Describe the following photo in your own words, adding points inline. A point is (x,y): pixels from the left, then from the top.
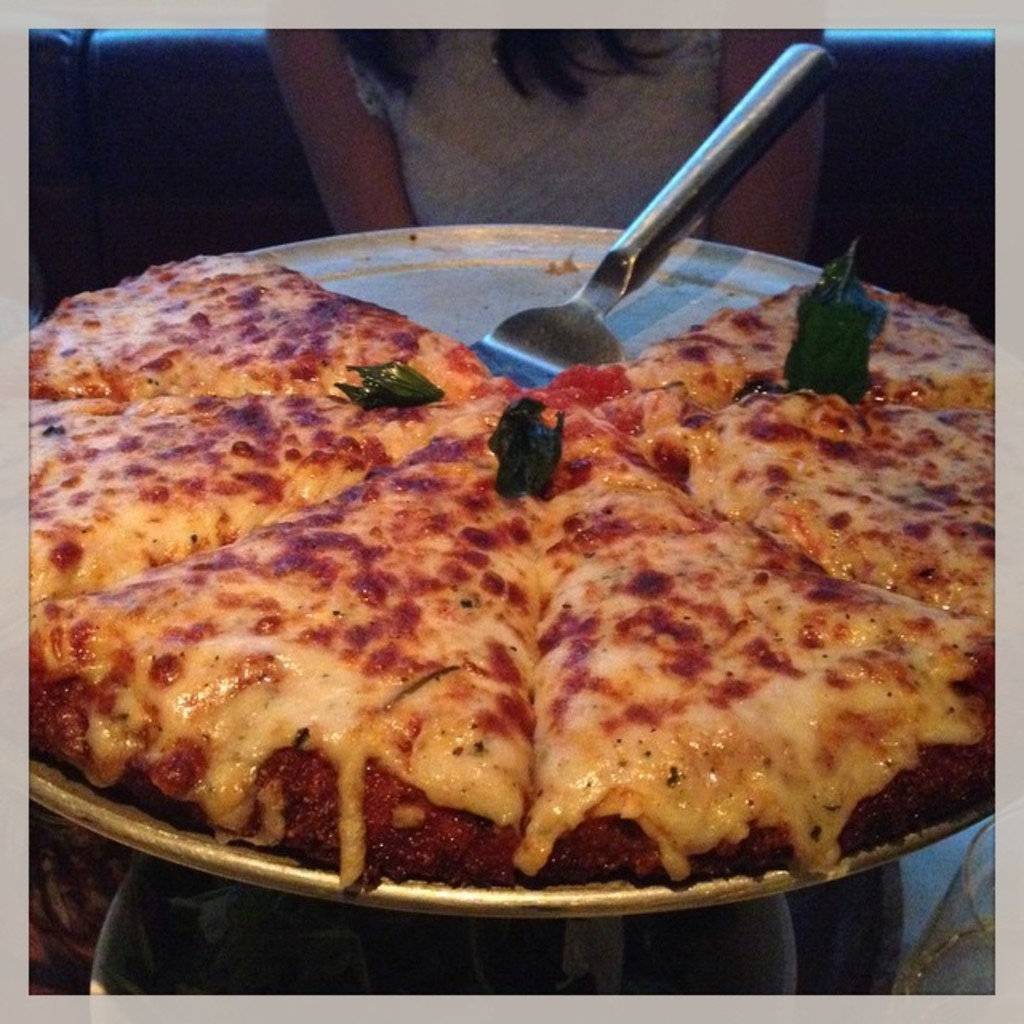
In this image I can see many slices (586,392) of a pizza (519,483) on the big plate (373,298), and at the back (539,217) I can see a person (559,214).
